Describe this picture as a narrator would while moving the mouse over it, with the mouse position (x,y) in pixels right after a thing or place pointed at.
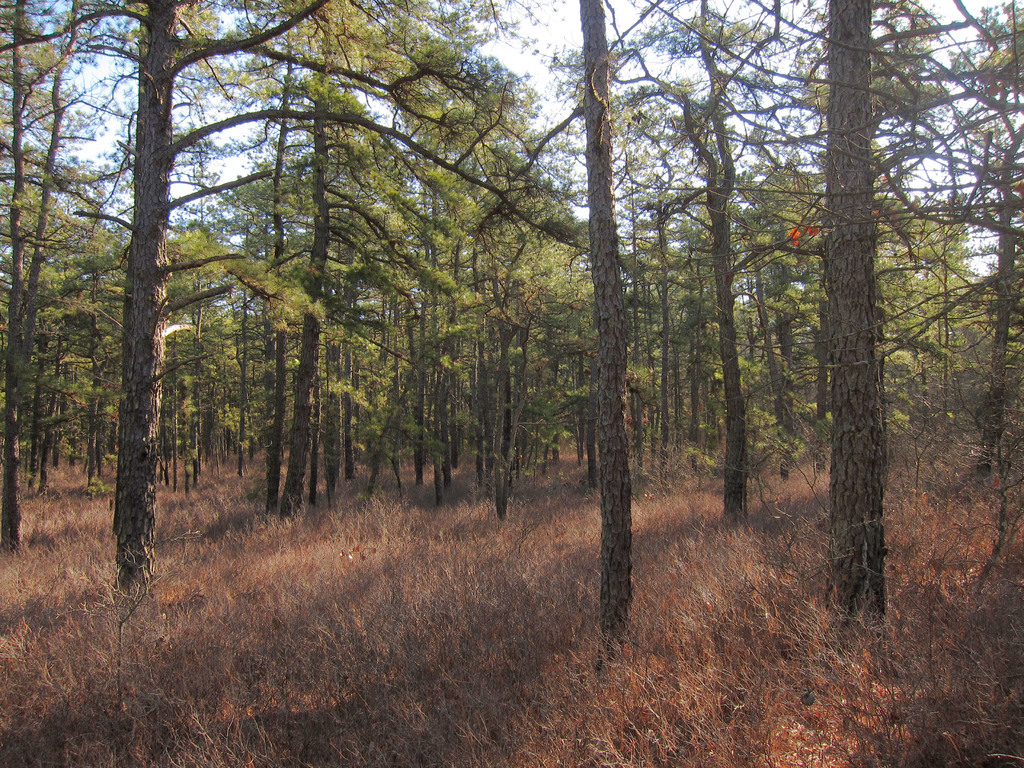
In this image, there are many trees (848,346) and dried plants (654,528). We can also see the sky (664,79).
